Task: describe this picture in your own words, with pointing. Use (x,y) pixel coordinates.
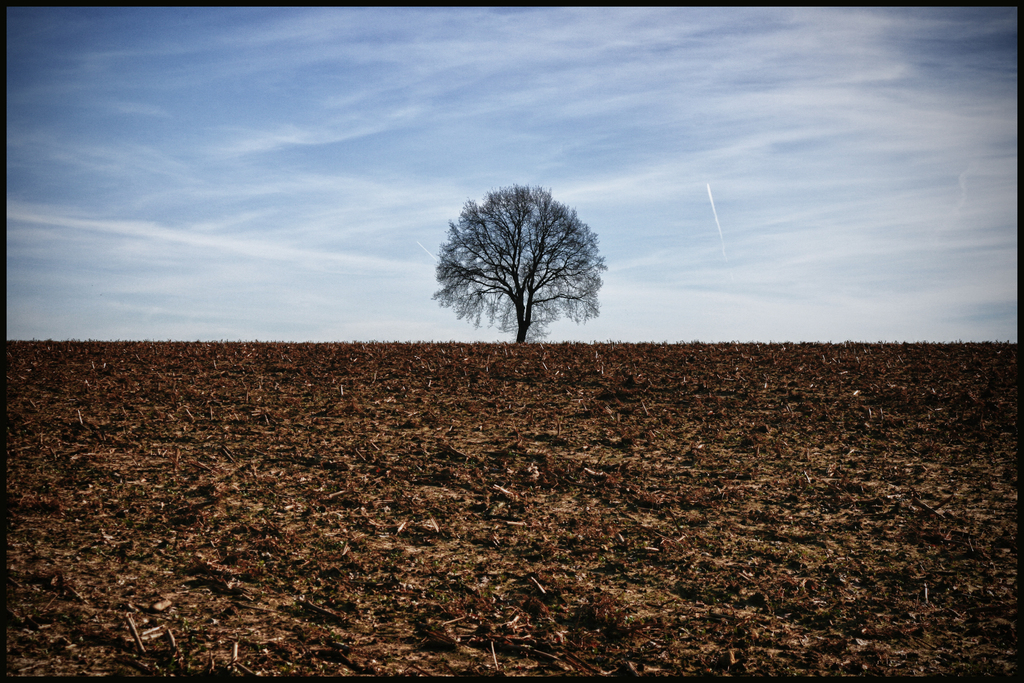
In this image there are dry leaves (541,497). In the background (526,291) there is a tree (531,272) and the sky (617,134) is cloudy.
